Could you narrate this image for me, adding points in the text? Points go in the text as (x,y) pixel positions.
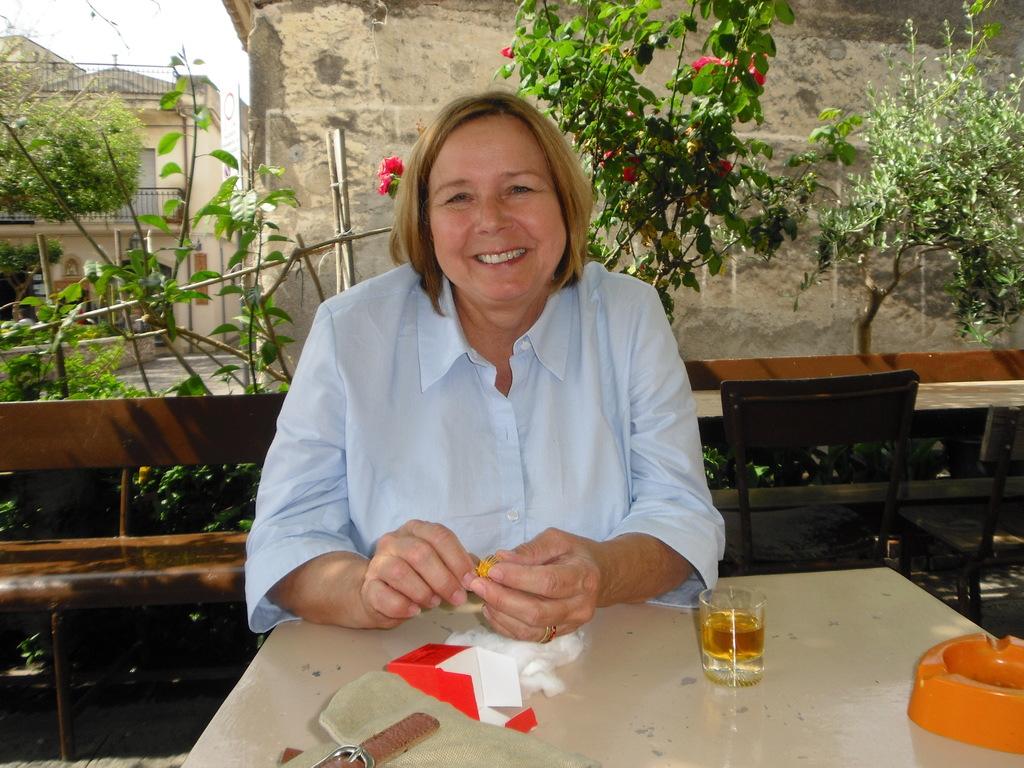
In this picture a lady (513,351) is sitting on a table (660,625) on which a glass (703,632) and a smoke holder (970,673) is kept. In the background (94,351) we can observe many trees (962,177) and a rock (402,73) in the background (728,30). We also find a small house (199,140) in the top left corner of the image (148,187).
